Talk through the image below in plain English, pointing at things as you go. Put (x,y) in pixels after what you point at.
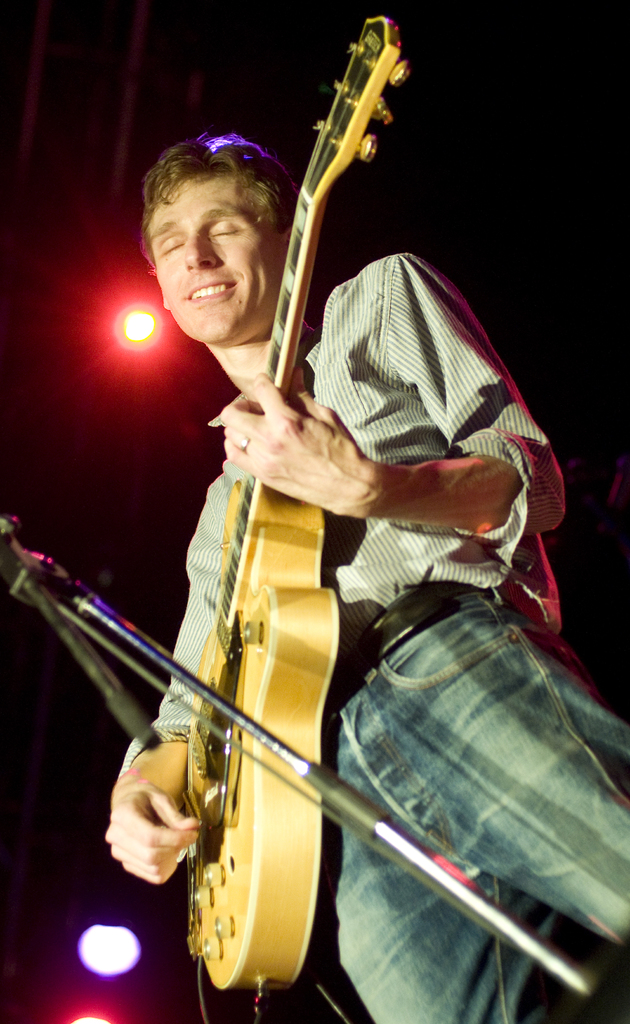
The person (373,695) is standing and playing guitar (257,523) in front of a mic (53,591).
